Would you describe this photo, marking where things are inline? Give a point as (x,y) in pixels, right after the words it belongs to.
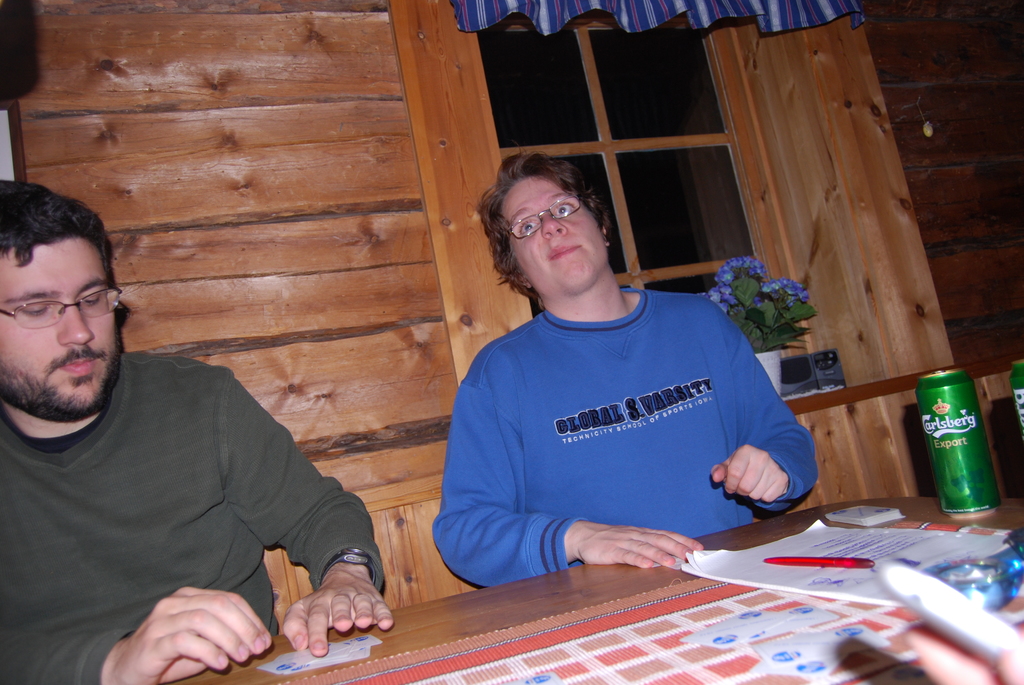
In this image I see a man (192,659) and a woman (673,454) who are in front of a table (915,508) and there is a book (870,587), open, a can (972,499) on the table (936,505). In the background (388,550) I see the wall (429,452), window (735,203) and a plant (799,332) in the pot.
